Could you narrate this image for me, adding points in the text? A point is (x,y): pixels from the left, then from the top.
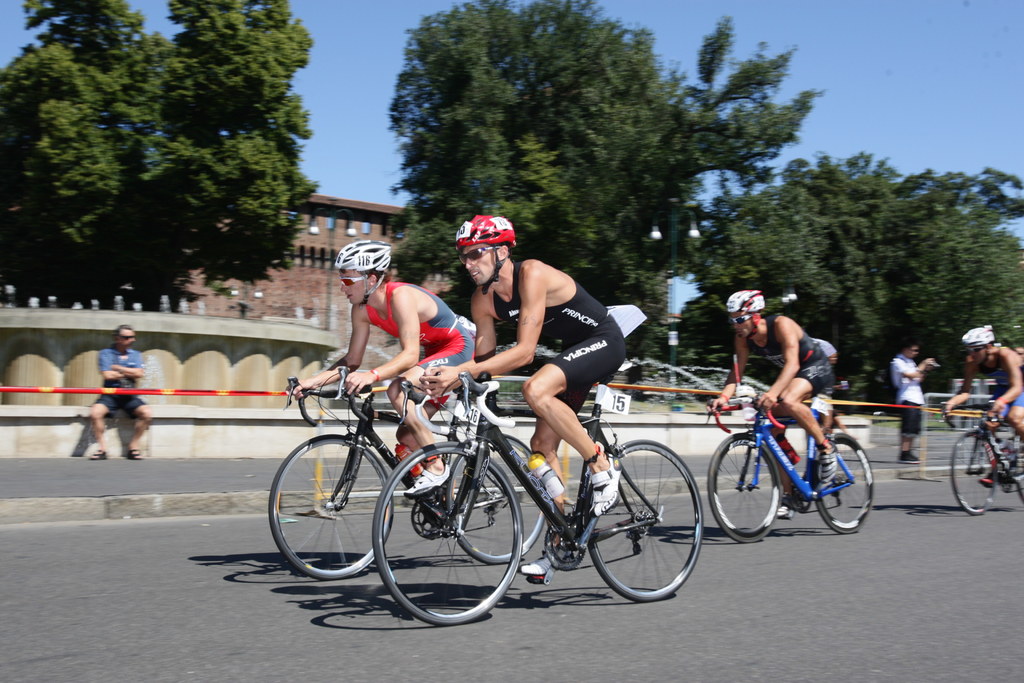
This picture is of outside. In the foreground (406,296) there are group of persons (519,300) riding bicycles (631,484) and there is a man (907,382) wearing white color dress (907,387) and standing on the road (895,459). On the left (139,352) there is a man (123,357) wearing blue color dress (134,360) and sitting. In the background (300,143) there is a sky (935,51), buildings (322,200) and trees (718,161).
